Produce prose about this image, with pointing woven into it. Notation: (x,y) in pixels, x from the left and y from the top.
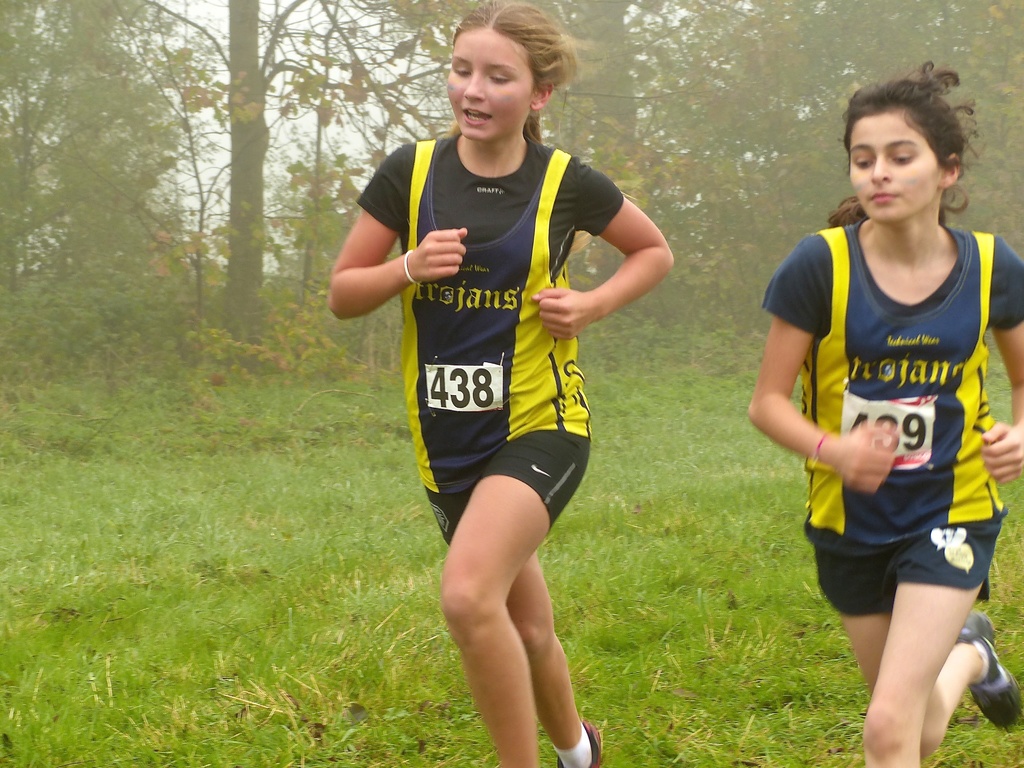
In the foreground of this image (578,470), there are two women (861,400) running on the grass (351,662). In the background (440,32), there are trees (400,22) and the sky (348,134).
